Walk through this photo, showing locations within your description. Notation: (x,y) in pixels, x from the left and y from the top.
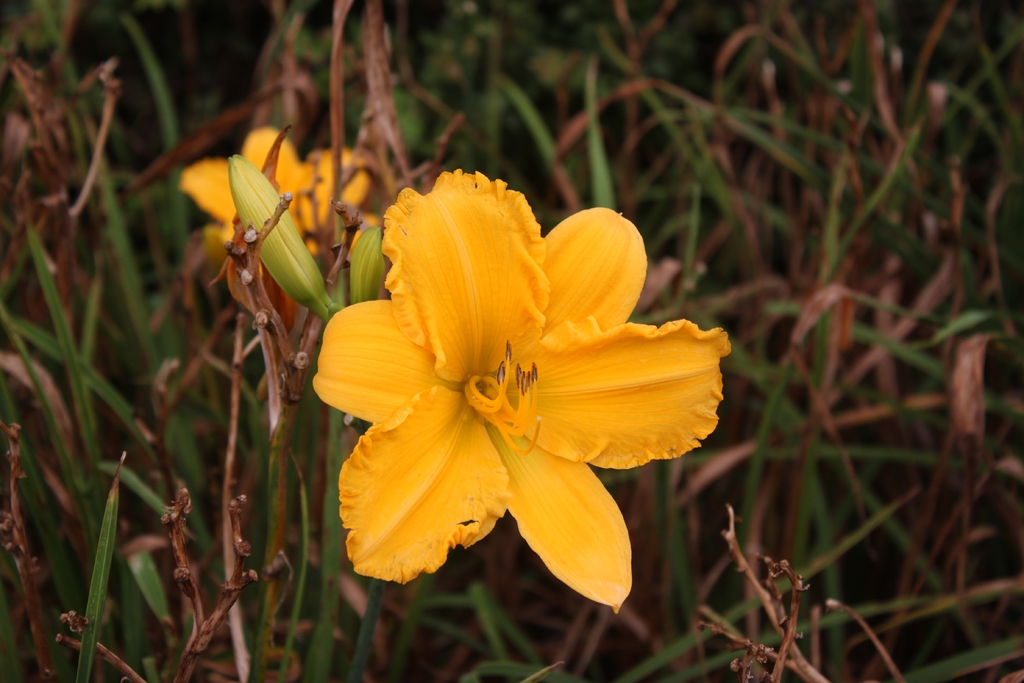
In this picture we can see the flowers (409,330), buds (369,249) and plants (231,488).
